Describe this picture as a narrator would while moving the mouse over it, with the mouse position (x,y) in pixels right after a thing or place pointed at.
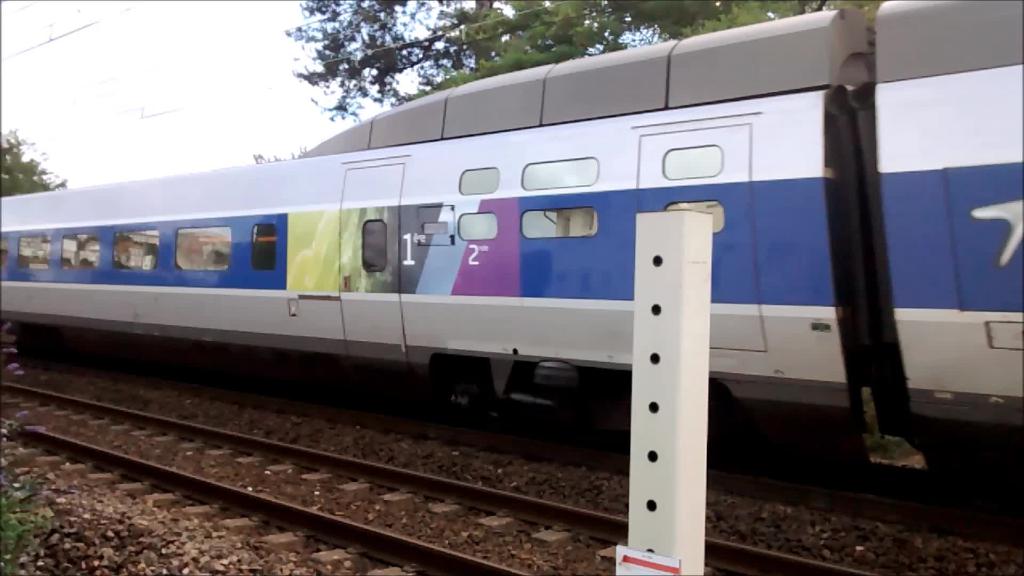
In the center of the image (592,218) we can see a train (463,331) on the track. In the background (344,57) there are trees (436,57) and sky (193,106). At the bottom (668,433) there is a pole (680,451).
